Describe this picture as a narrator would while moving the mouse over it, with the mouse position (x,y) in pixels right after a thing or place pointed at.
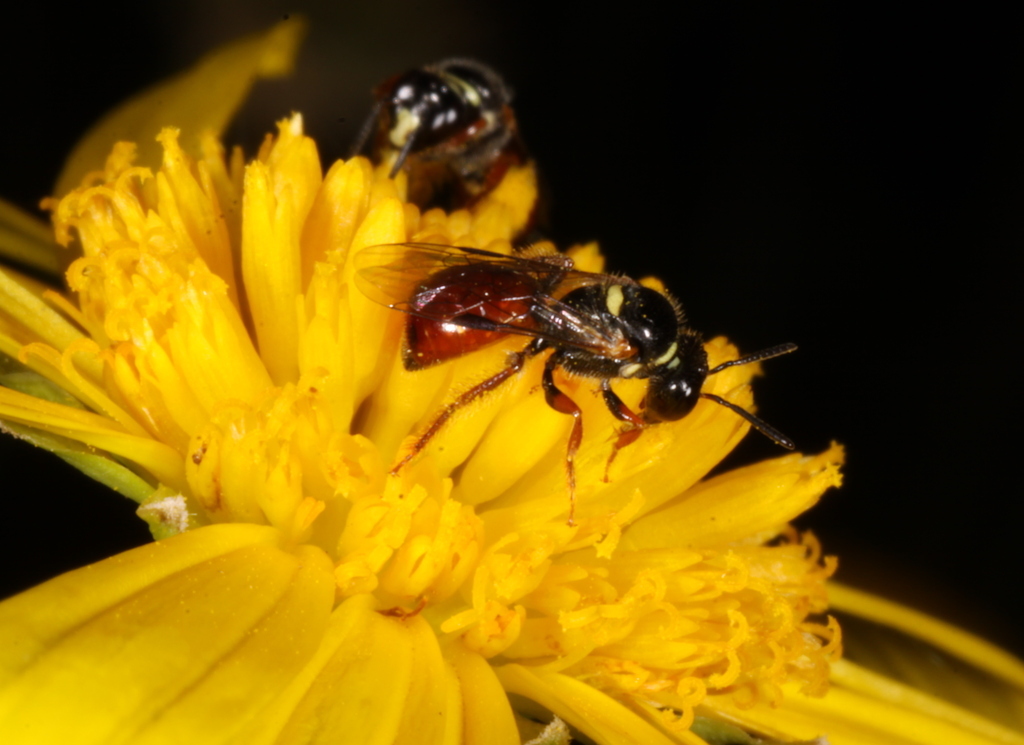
In this image I can see few yellow color flowers (580,527) and I can see few insects (461,83) on it. Background (844,153) is in black color.
